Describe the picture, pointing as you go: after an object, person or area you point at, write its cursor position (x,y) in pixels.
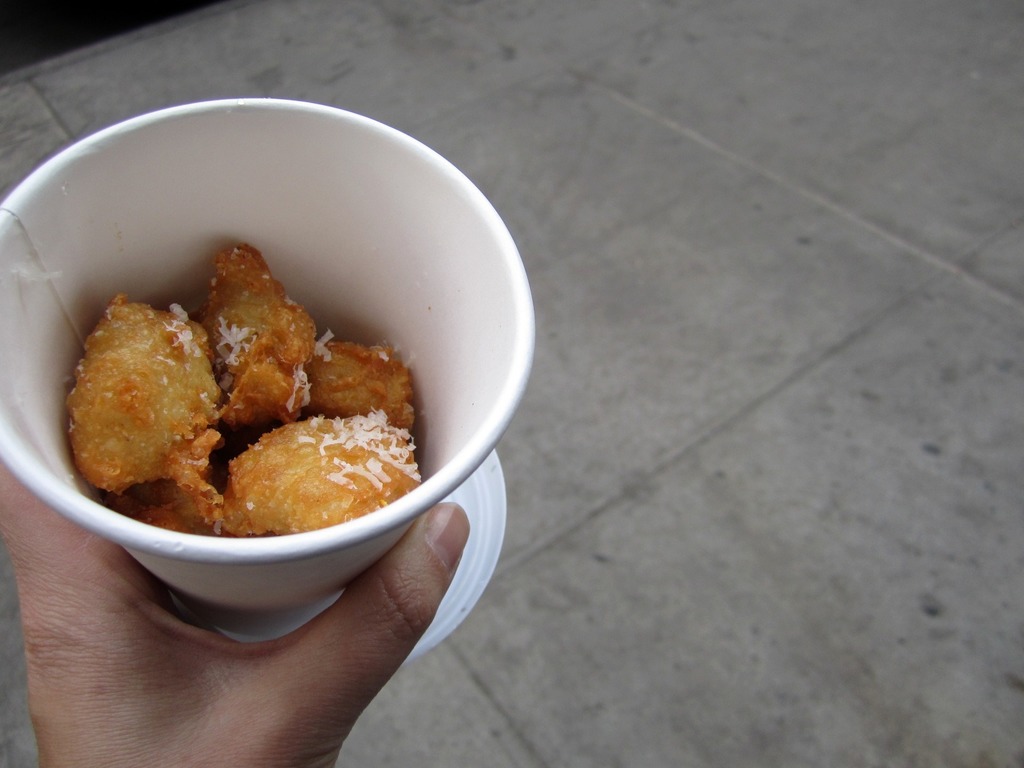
In this picture I can see there is some food (327,437) in a bowl (417,438) and the person (114,643) holding it. There is a floor (766,155) on top right (705,42).
